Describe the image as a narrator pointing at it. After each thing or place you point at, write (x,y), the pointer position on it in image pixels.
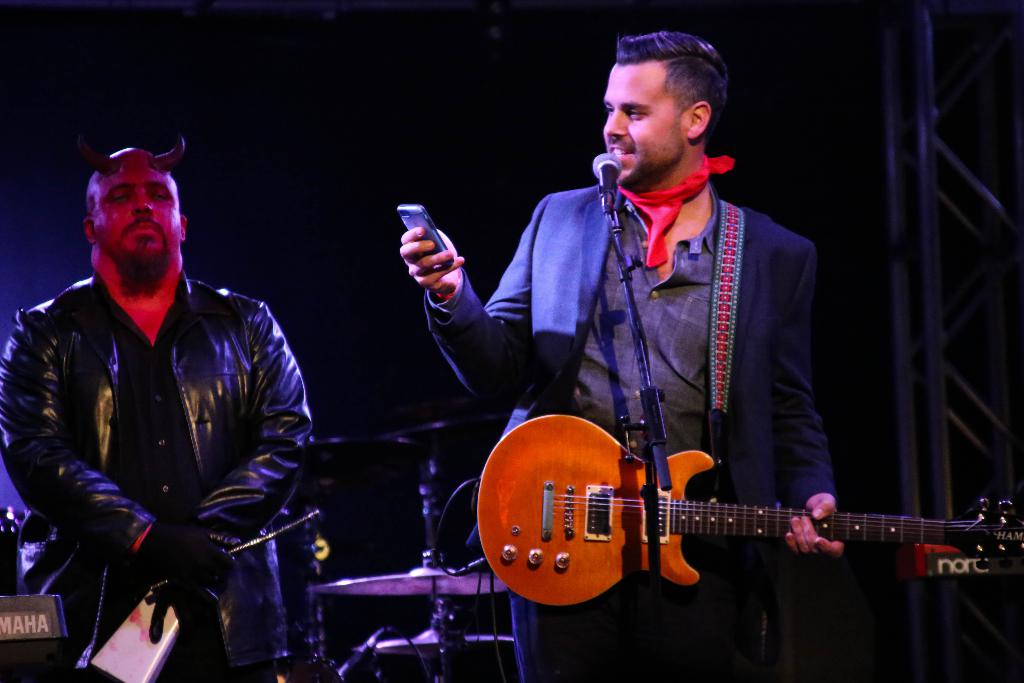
In the image there are two people (182,343). A man (648,250) is standing and holding a guitar (778,519) on one hand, on left hand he is holding his mobile (441,242) in front of a microphone (608,189). On left (278,397) there is another man (161,429) holding a paper (167,611) and standing, in background (425,421) there are some musical instruments (432,519).
